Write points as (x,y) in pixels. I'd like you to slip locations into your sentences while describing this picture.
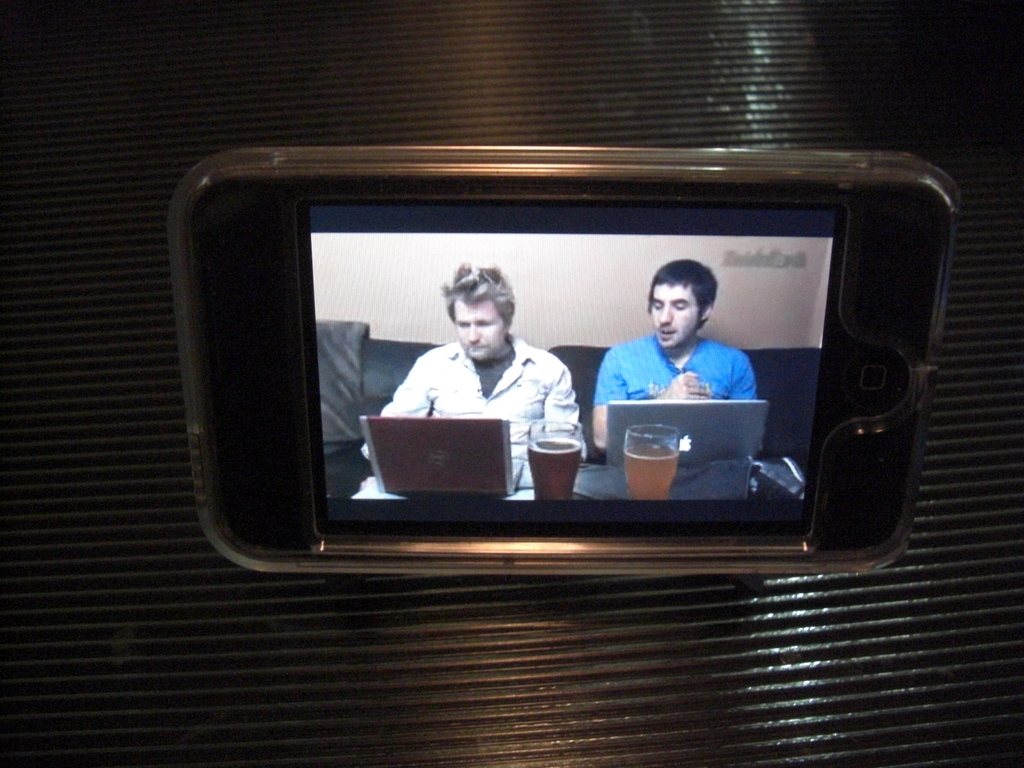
In this image there is a mobile (778,529) on the object (826,593), and in screen (675,319) there are glasses (559,486) with some liquids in it, two persons (604,405) sitting on the couch (367,390) with the laptops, wall (562,309).
